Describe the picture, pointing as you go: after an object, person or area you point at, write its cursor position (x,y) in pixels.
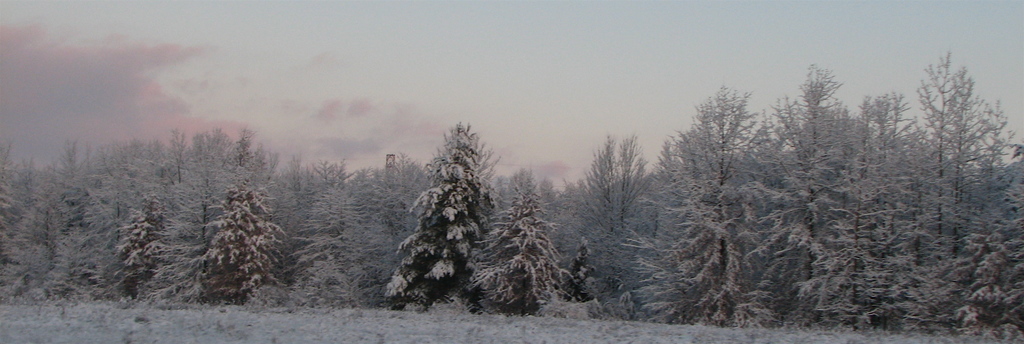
In this image we can see some trees (828,224) which are covered with the snow (465,212) and at the top (342,77) we can see the sky (556,46).
